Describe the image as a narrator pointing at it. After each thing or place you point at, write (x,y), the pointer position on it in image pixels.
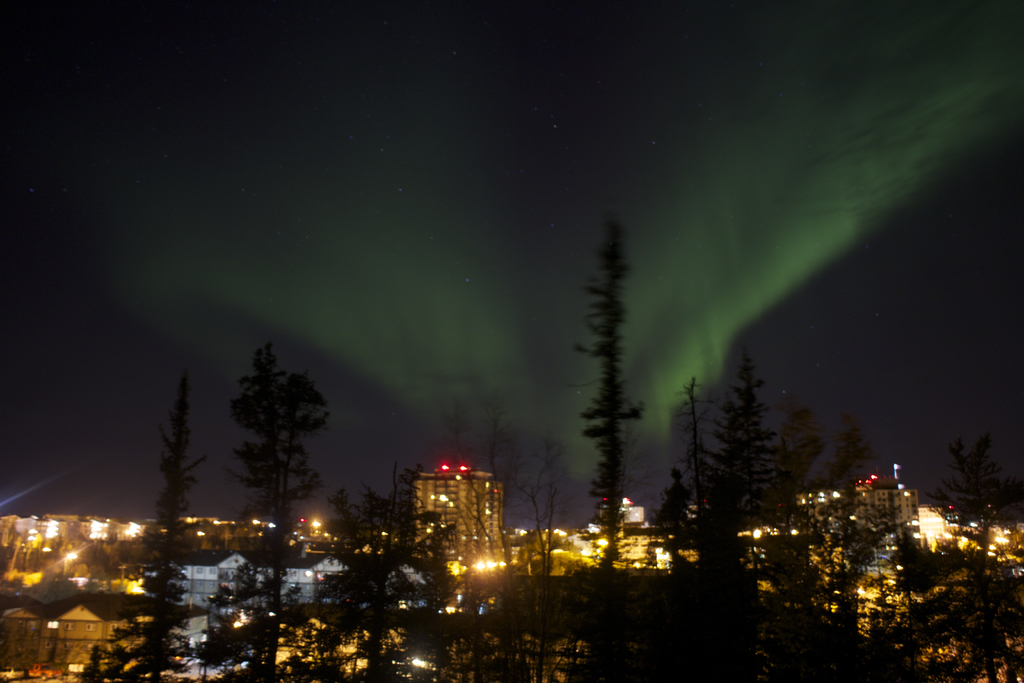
In this image we can see a group of buildings (506,558), lights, a group of trees (740,635) and the sky (374,439).
